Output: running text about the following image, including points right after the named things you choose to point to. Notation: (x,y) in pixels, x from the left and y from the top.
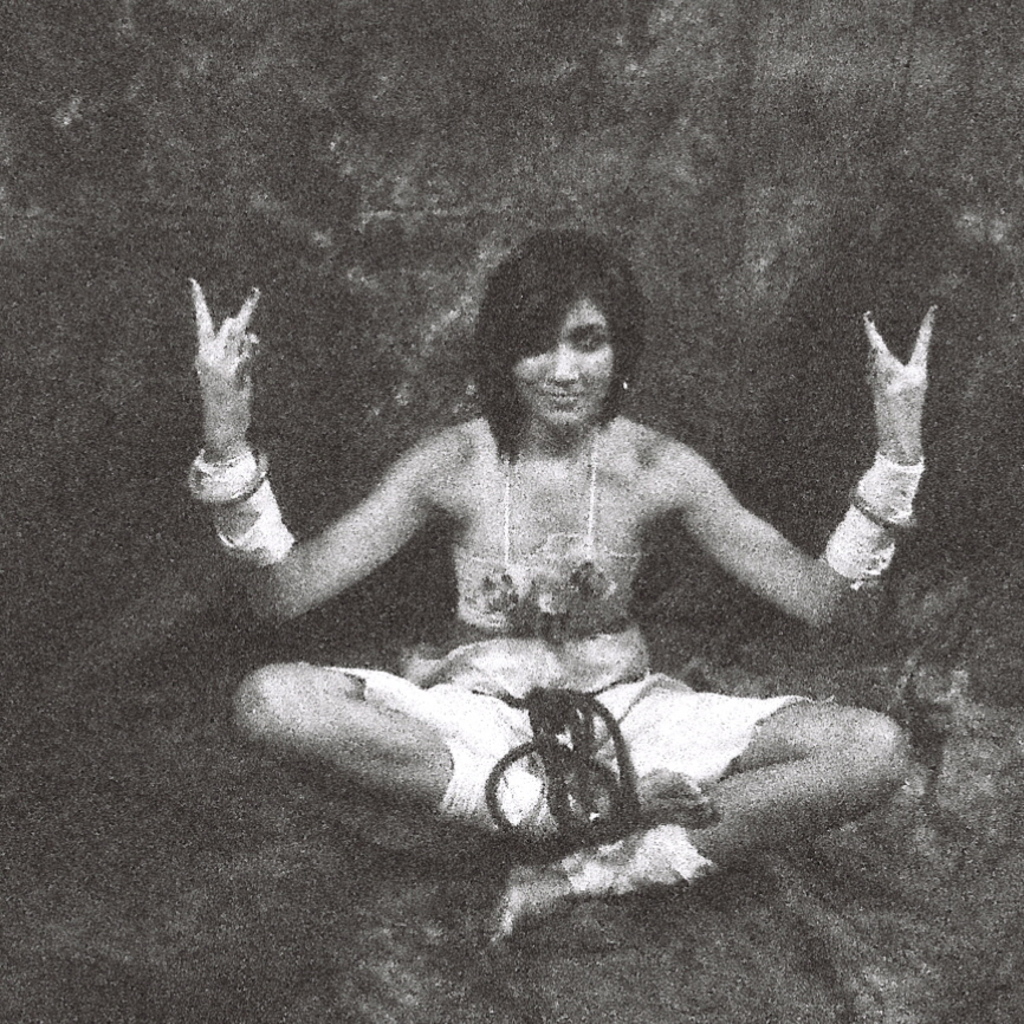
Here this is a black and white image, in which we can see a woman (583,321) sitting on the ground (418,838).
